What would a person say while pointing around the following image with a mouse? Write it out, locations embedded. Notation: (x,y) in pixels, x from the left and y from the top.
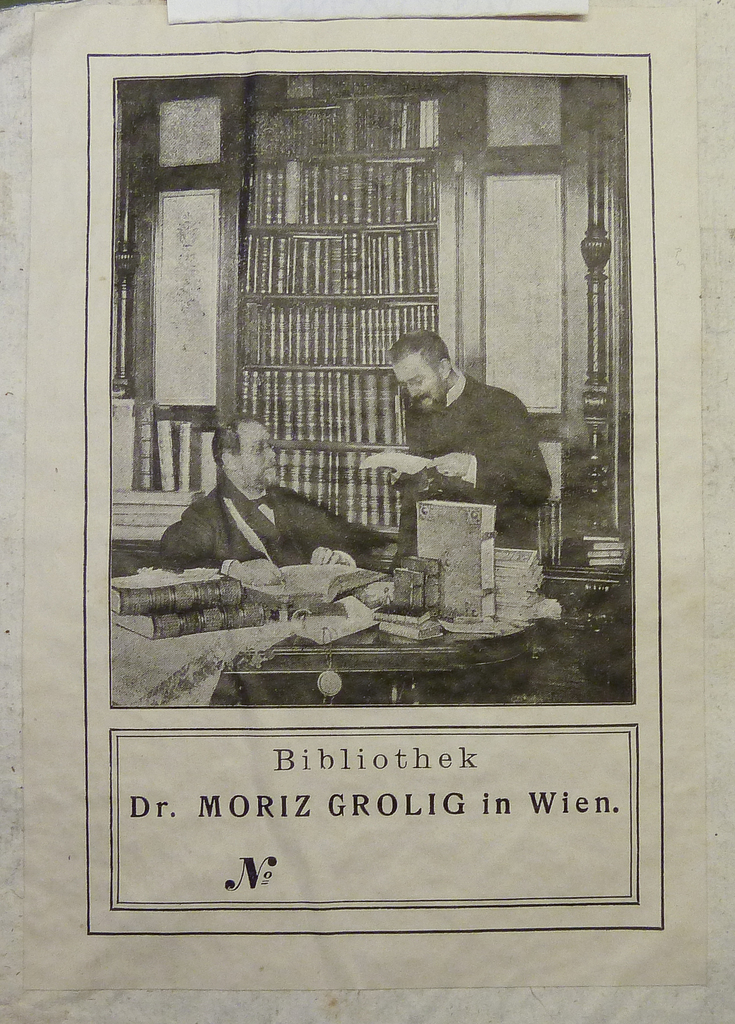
In this image there is a black and white poster (443,193), in the poster (430,227) there is a person (234,442) sitting in the chair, beside him there is another person (433,442) standing by holding a book (376,456), in front of them on the table (401,688) there are books (288,588) and some other objects (330,626), behind them there are books (314,180) on the shelves (285,424), at the bottom of the poster (285,687) there is some text (312,799) written.
